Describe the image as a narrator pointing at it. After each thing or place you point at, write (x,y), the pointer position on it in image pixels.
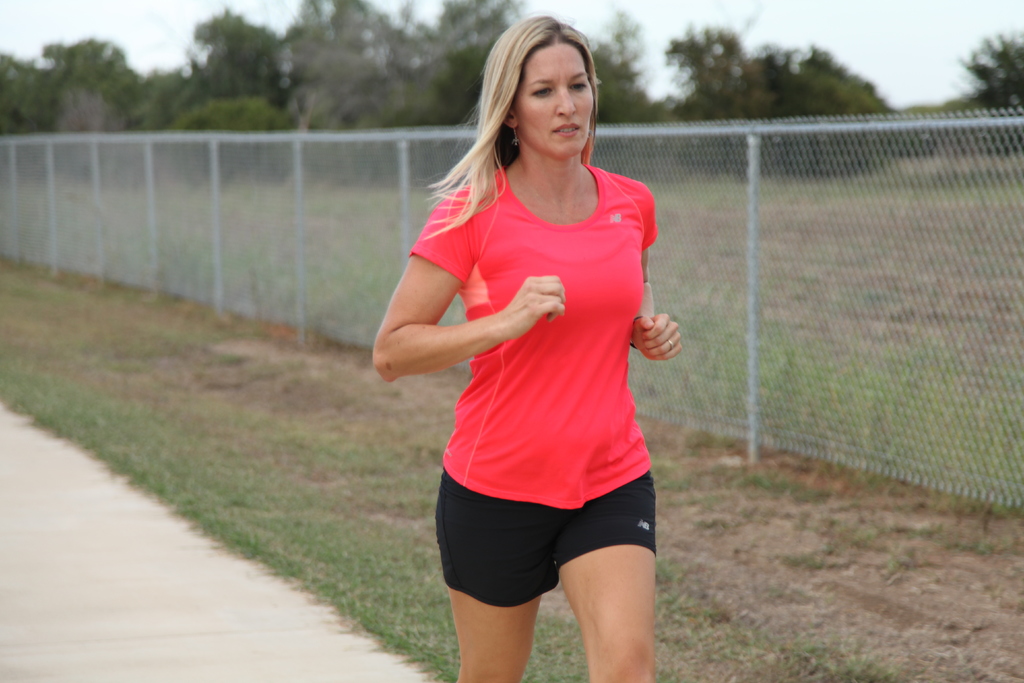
In the center of the image (567,392) we can see a lady (558,424) jogging. In the background (803,233) there is a fence (329,192) and we can see trees (860,112). There is sky (570,17). At the bottom (309,530) there is grass (302,547).
